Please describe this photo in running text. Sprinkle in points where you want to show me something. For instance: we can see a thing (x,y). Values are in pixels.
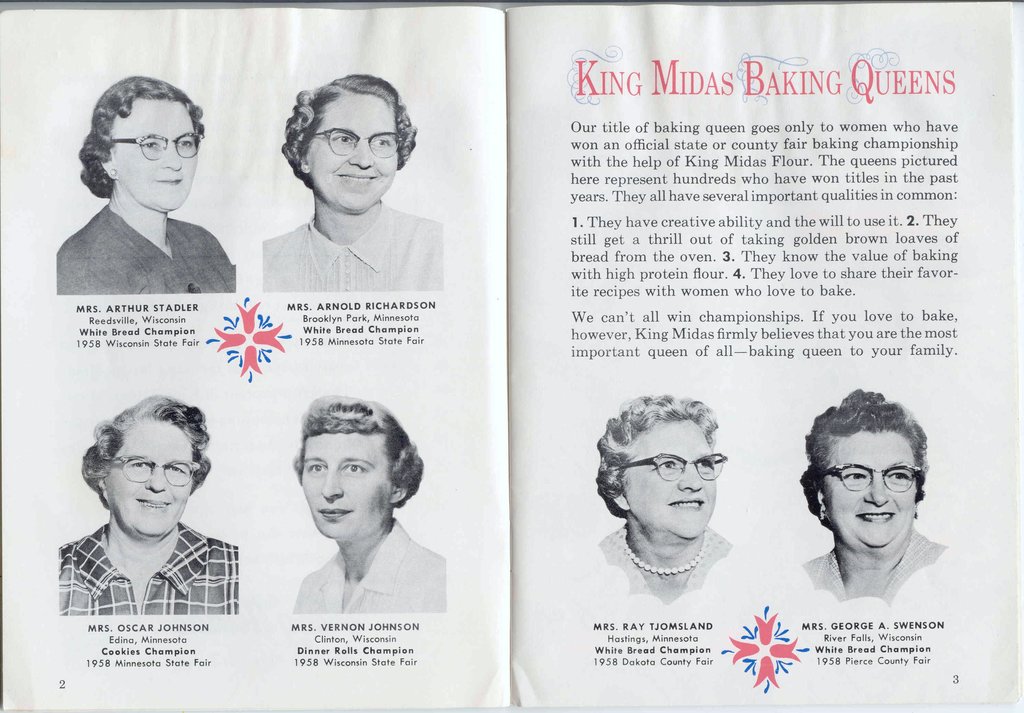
In this image we can see a book (383,392), there are group of persons (354,140) in it, there is some matter (696,154) written on it.
